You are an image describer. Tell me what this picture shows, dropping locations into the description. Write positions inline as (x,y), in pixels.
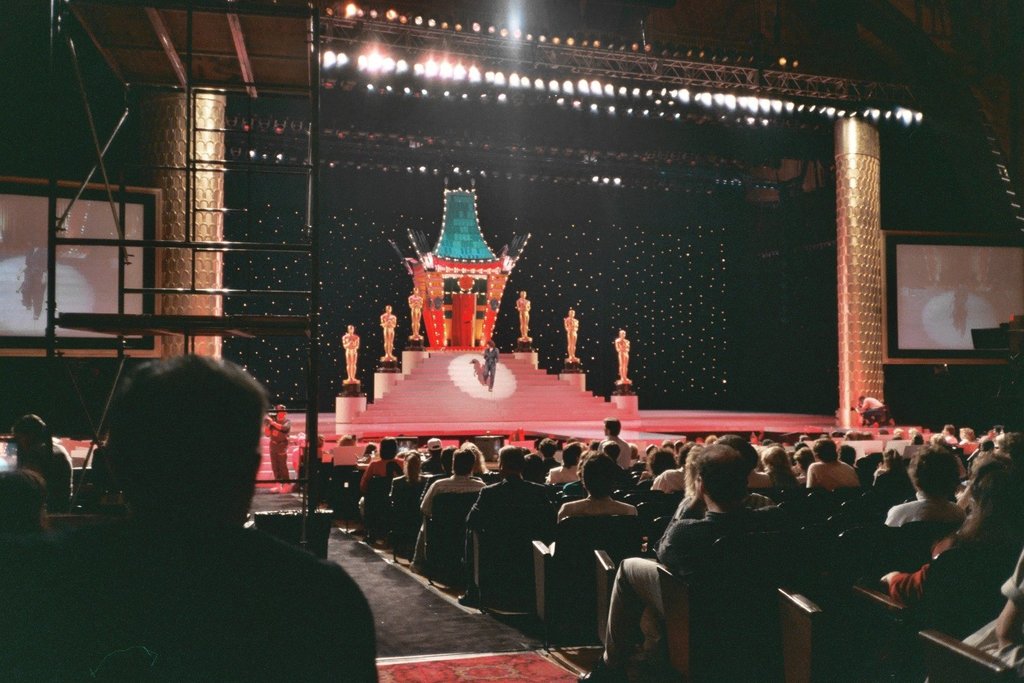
In the picture I can see people (609,471) sitting on chairs (764,569) in front of a stage (574,303). On the stage (542,386) I can see a people (488,377), stage lights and some other objects (575,324). On both sides of the image I can see projector screens (58,266) some other objects (852,381).
